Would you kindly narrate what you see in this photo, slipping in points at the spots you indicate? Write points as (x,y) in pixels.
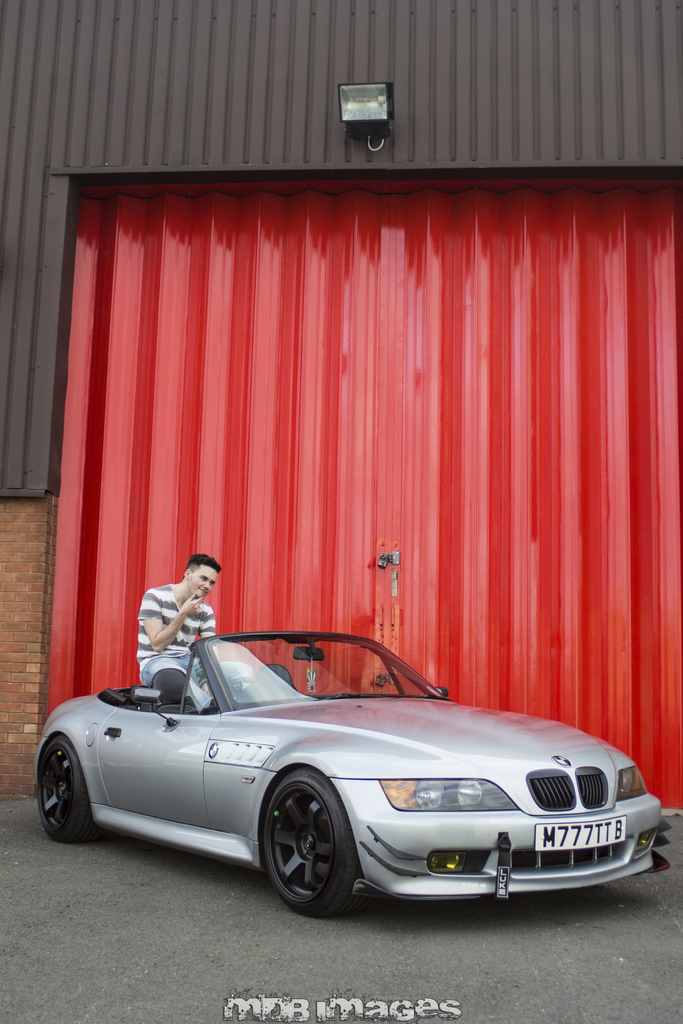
in the picture we can see a car (505,788) along with the person (181,625) sitting on it and back of the car (496,794) there was shed (277,268) in red color and top of the shed (430,292) there was a light (356,128).
